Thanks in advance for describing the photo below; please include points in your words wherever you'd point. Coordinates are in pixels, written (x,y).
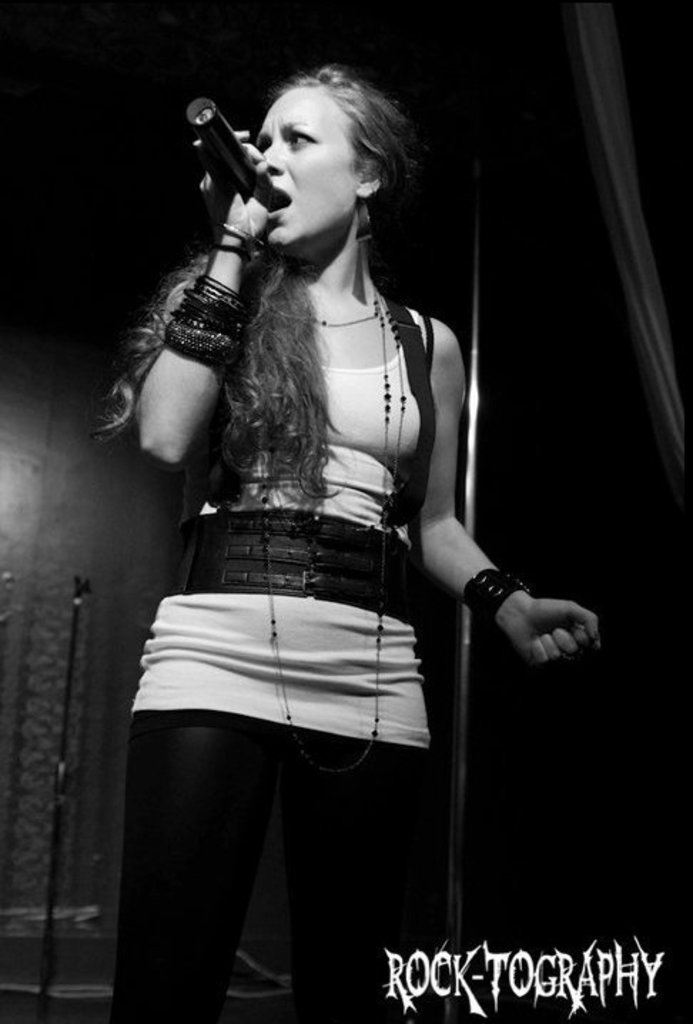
As we can see in the image there is a woman (300,504) singing on mic (255,191).
